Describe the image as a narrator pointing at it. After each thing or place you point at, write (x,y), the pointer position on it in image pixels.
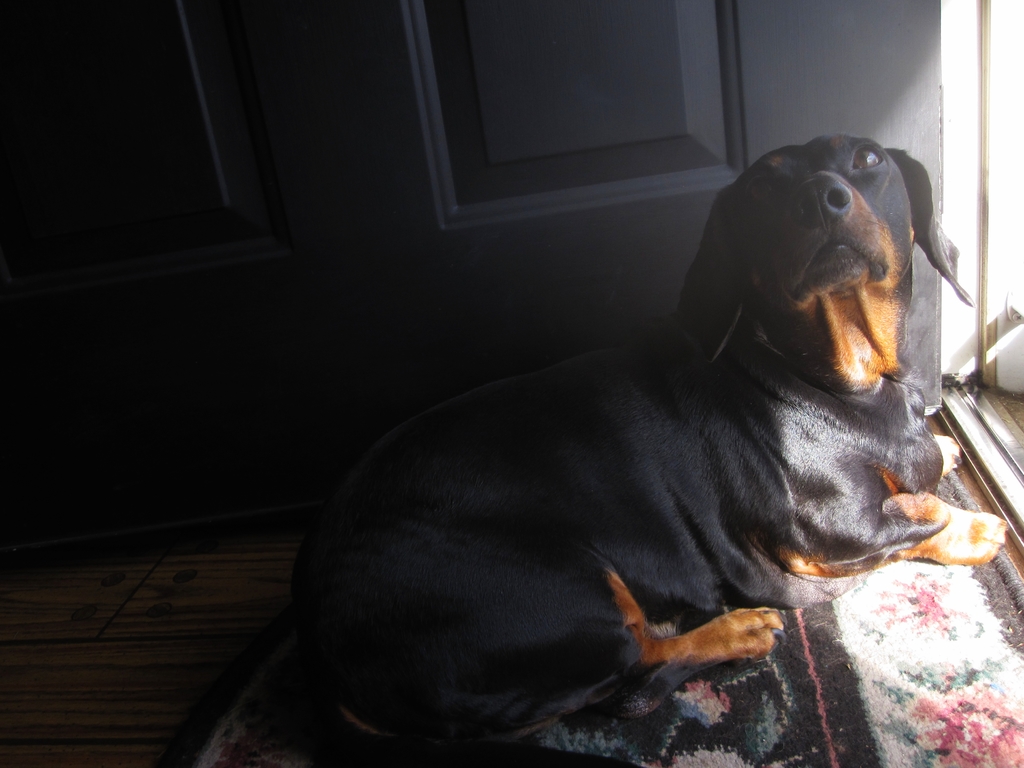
As we can see in the image there is a door (505,94) and black color dog (749,479) and on floor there is a mat (840,664).
